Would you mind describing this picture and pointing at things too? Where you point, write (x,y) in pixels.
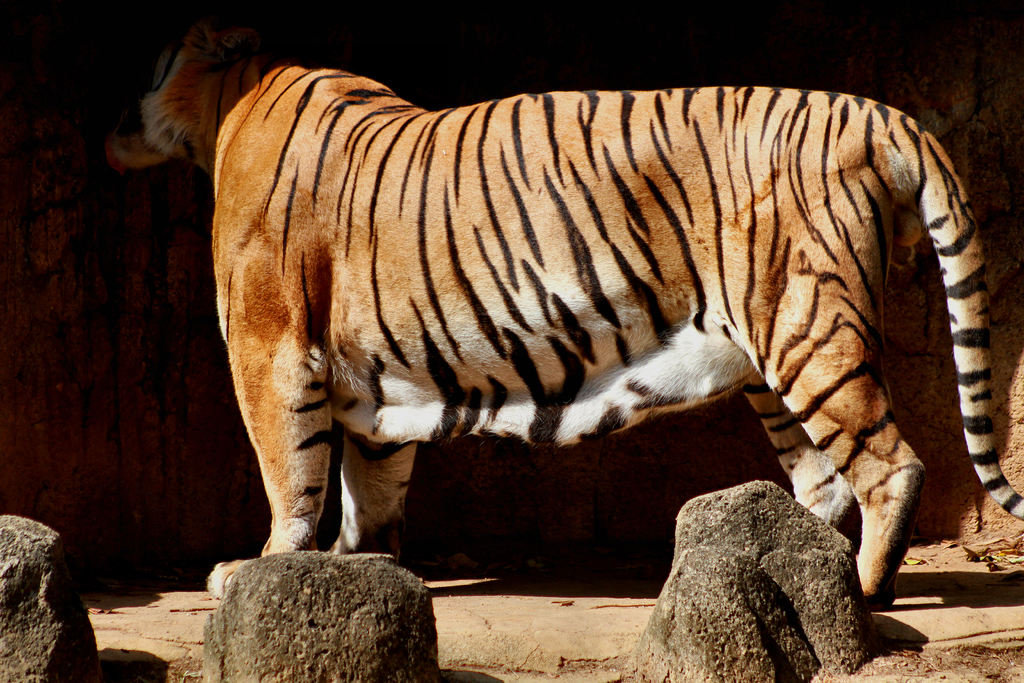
In the image we can see there is a tiger (545,262) standing on the ground (441,630).
